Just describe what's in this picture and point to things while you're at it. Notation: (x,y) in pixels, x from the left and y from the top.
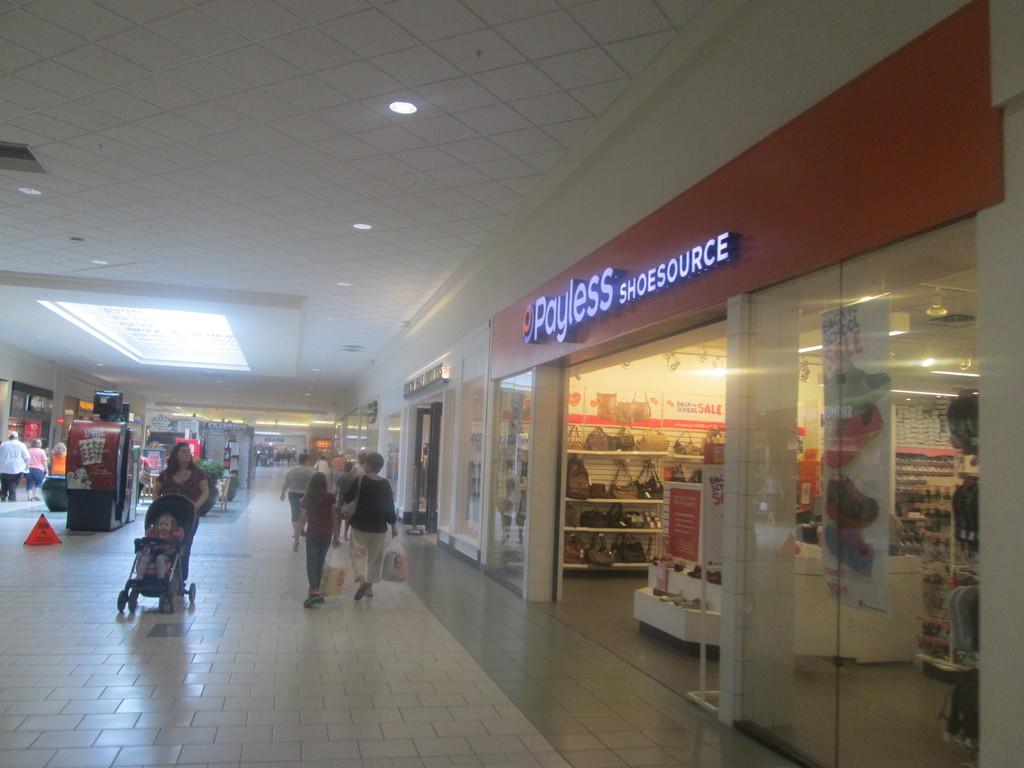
This picture is inside view of a mall (637,501). In the center of the image (386,487) we can see some persons (326,501) are walking and carrying their bags (385,568). On the left side of the image (99,454) we can see a machine (93,465) and a kid (176,528) is sitting on a trolley (142,542). On the right side of the image (717,243) we can see a naming board (588,329), bags (655,442), signboard (689,527), door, wall (549,506) are present. At the top of the image (377,110) roof (377,108) and lights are there. At the bottom of the image (176,705) floor (186,713) is present.
